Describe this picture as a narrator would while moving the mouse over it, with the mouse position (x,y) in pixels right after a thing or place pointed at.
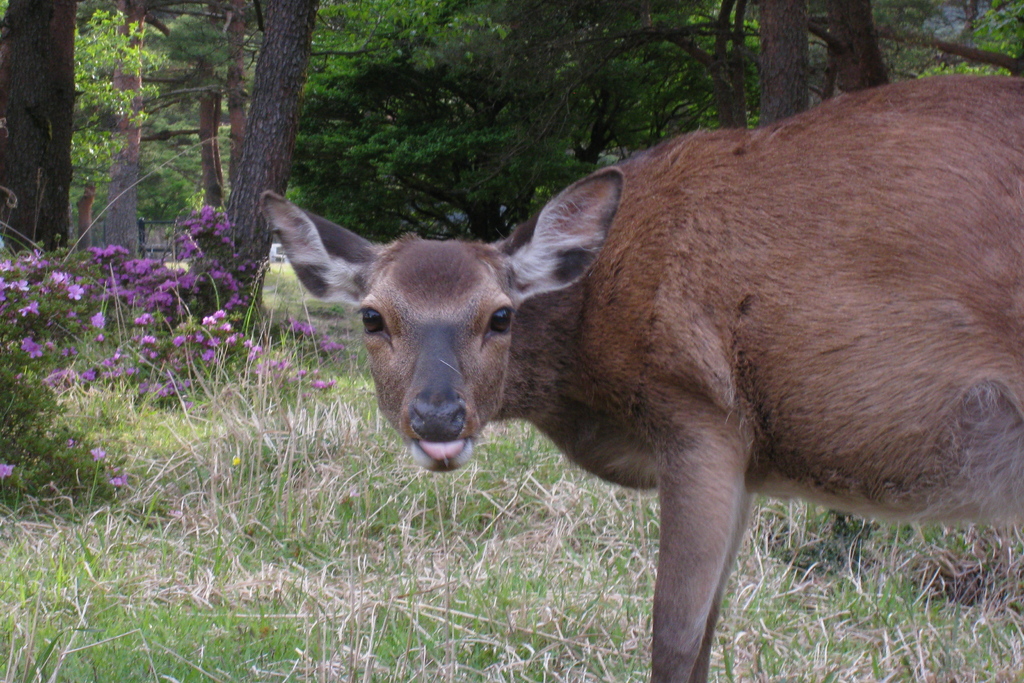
There is a brown color animal (701,327). On the ground (333,496) there is grass (409,546) and flowers (161,285). In the back (357,73) there are trees (661,84).
